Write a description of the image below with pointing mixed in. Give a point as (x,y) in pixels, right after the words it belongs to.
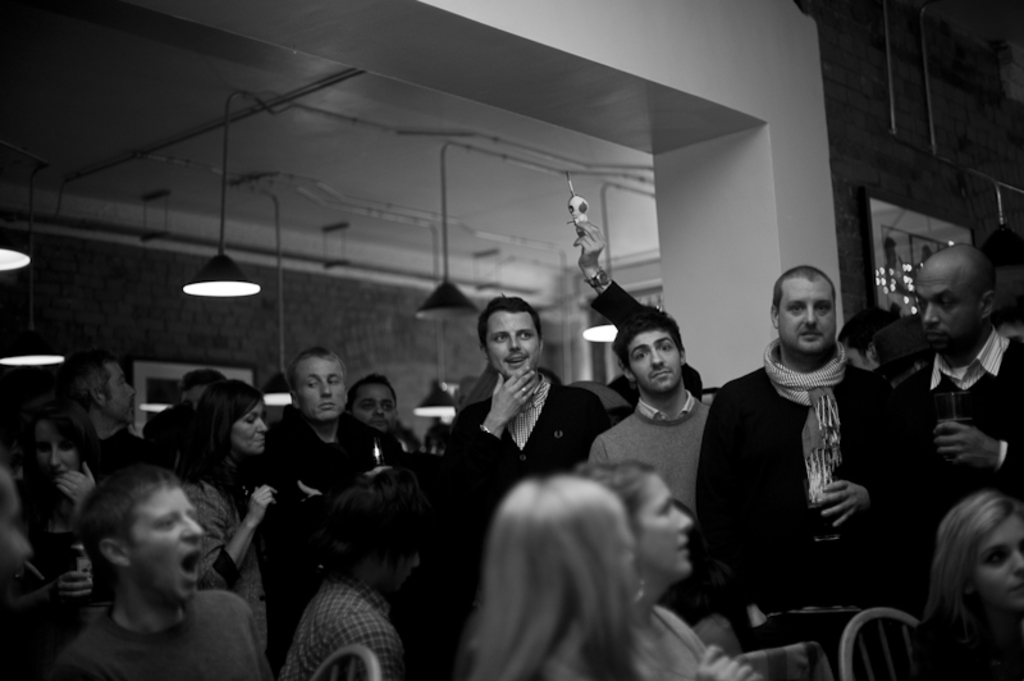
This is the picture of a black and white image and we can see some people (632,463) in a room (784,99) and there is a wall (884,33) with a photo frame (914,301). We can see few lights (35,353) attached to the ceiling (142,43).
